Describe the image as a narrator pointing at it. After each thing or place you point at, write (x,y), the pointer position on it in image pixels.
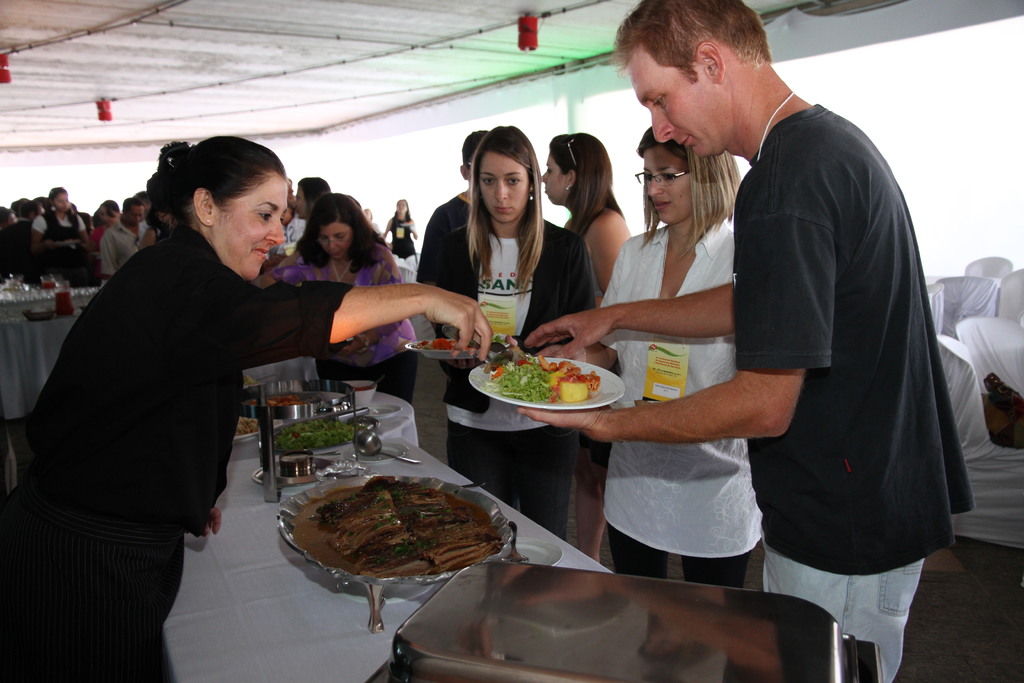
In this picture there are a group of people (670,142) on a left there is a woman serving food (550,383) on the plate (518,363), and this man (734,434) is holding the plate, there is another woman (669,202) standing beside him she is looking at the food (391,488), and other person (518,179) who is looking into her plate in the background (365,244) there are some people (352,200) standing and there are some chairs (998,343).
